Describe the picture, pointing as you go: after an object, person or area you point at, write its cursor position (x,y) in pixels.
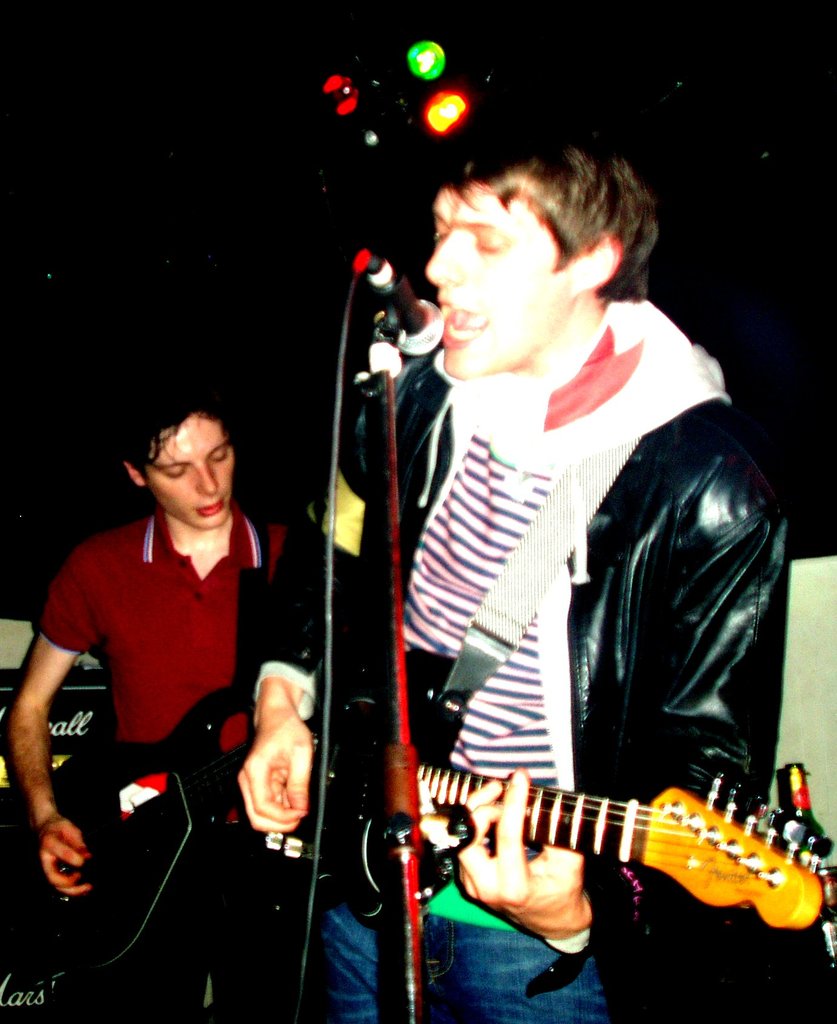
This picture is clicked in a musical concert. Man (653,635) in black jacket (640,635) is holding guitar (716,881) in his hands (480,878) and playing it and he is even singing on microphone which is in front of him. Beside him, man (173,641) in maroon t-shirt (149,610) is also holding guitar (114,903) in his hands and playing it.
